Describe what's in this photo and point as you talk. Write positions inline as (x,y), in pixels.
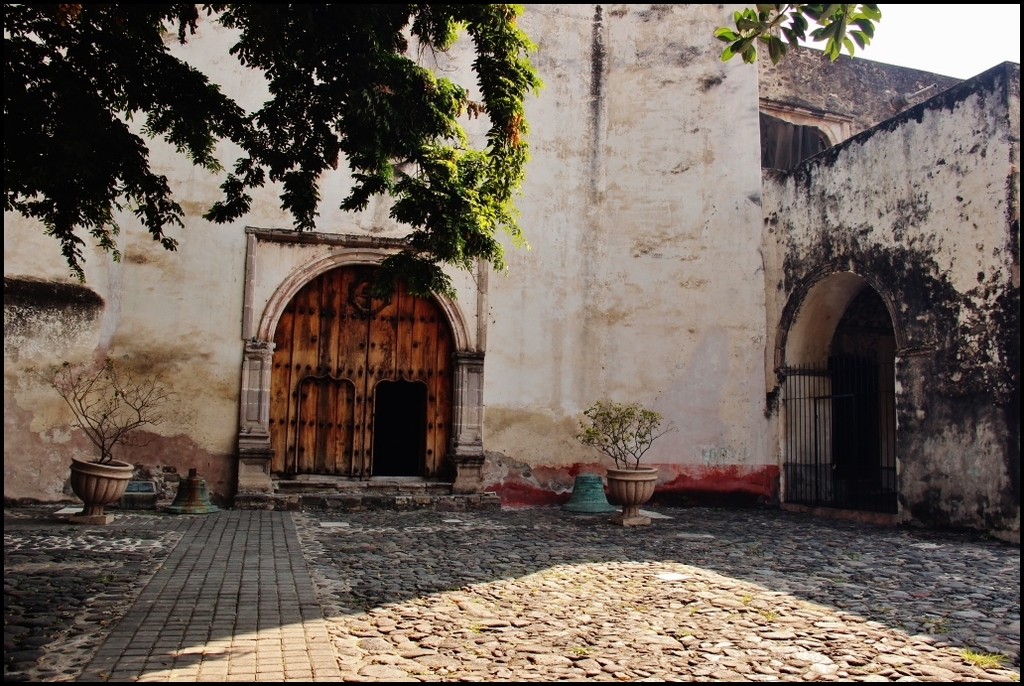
In the center of the image (598,281) we can see door (391,358) and building (553,98). On the right side of the image (787,448) we can see gate (802,433) and plant (621,451). On the left side of the image (296,14) we can see tree (72,4) and plant (84,425). In the background (899,50) there is sky (916,57).
